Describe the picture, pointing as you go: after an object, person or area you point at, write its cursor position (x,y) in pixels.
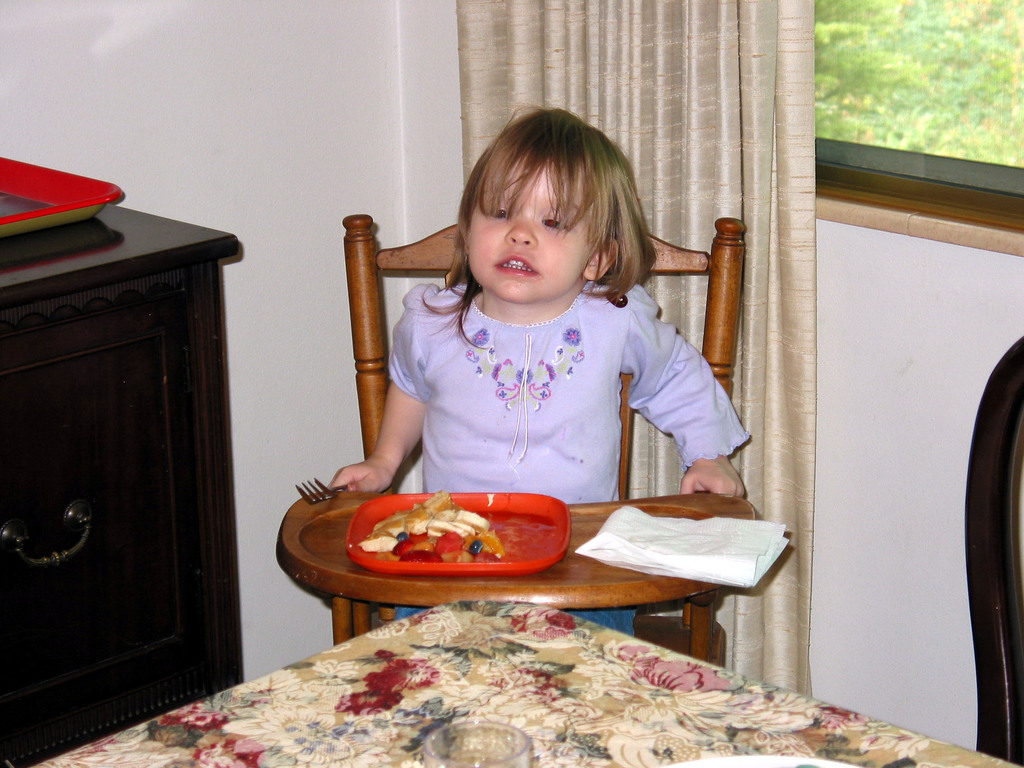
In this picture there is a girl (609,332) who is sitting on the chair (693,586) and in front of her we can see red color plate (531,507). On the plate (528,508) we can see strawberries (406,549), blueberries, banana (473,516), oranges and other fruit pieces (454,532). Beside that we can see a tissue paper (698,571). She is holding a fork (321,484). On the table (659,705) we can see water glass (455,758). On the left (190,293) there is a tray (54,215) on the cupboard (53,410). On the top right corner (870,12) we can see trees (892,57) through the window (986,57). Here we can see a window cloth (642,26).
